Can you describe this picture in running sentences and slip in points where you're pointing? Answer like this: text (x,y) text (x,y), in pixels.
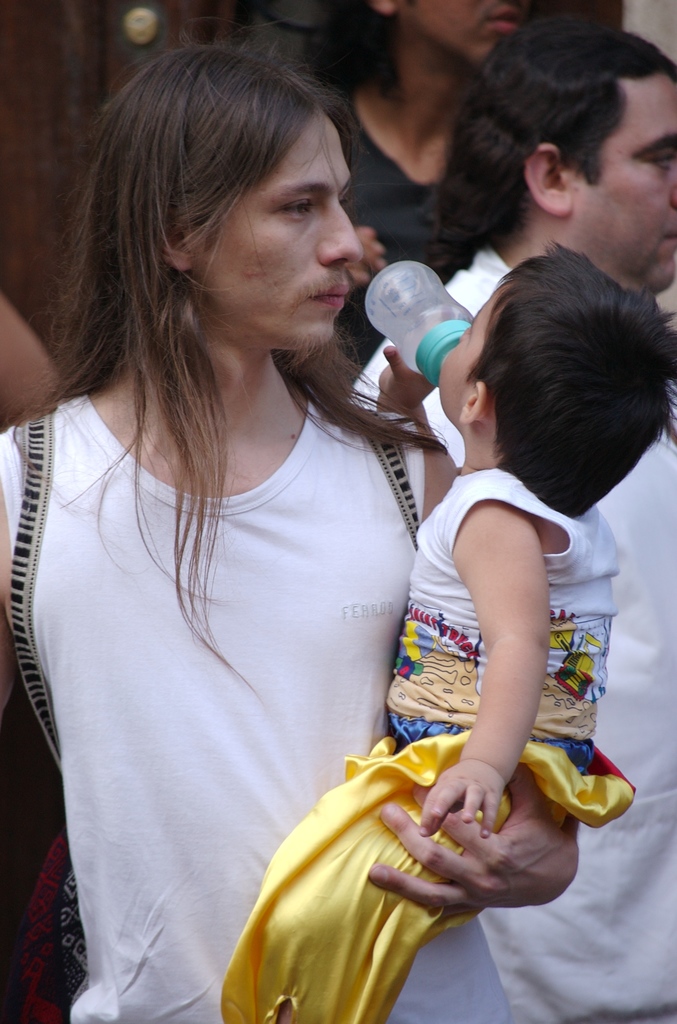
In the image there is a man (212,389) with long hair (180,135) holding a baby (450,755). The baby (463,600) is consuming milk (397,339), and beside of him there are several men (586,140) and also in background (664,719).
